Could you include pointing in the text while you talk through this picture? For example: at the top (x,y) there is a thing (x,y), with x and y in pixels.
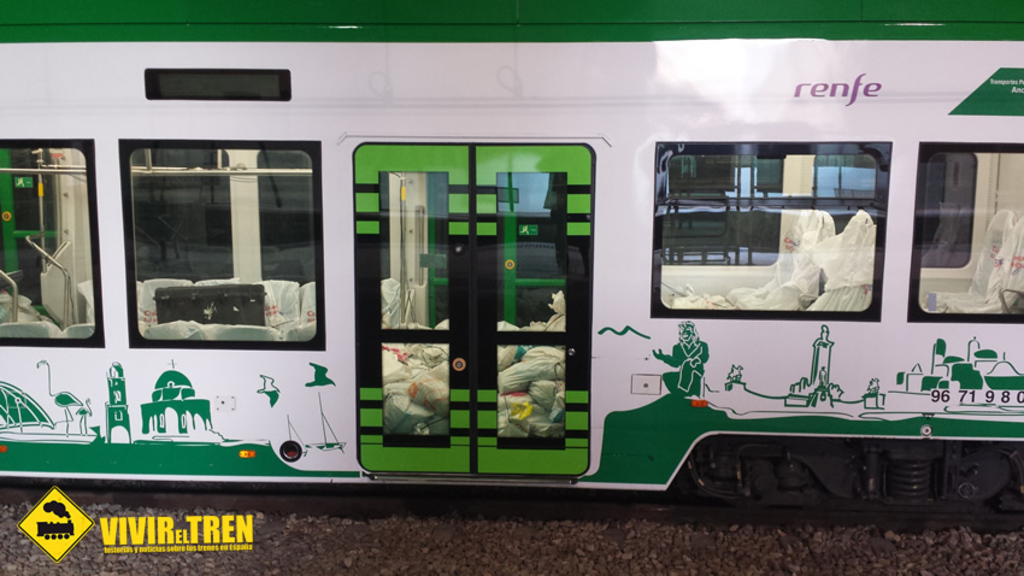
In this image we can see a train (417,249) on the railway track (111,490) and through the window glasses (429,316) of the train (268,280) we can see bags (293,310) and a box (228,298) inside the train (380,261). At the bottom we can see stones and there is a logo (74,510) and text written on the image on the left side (148,542).
